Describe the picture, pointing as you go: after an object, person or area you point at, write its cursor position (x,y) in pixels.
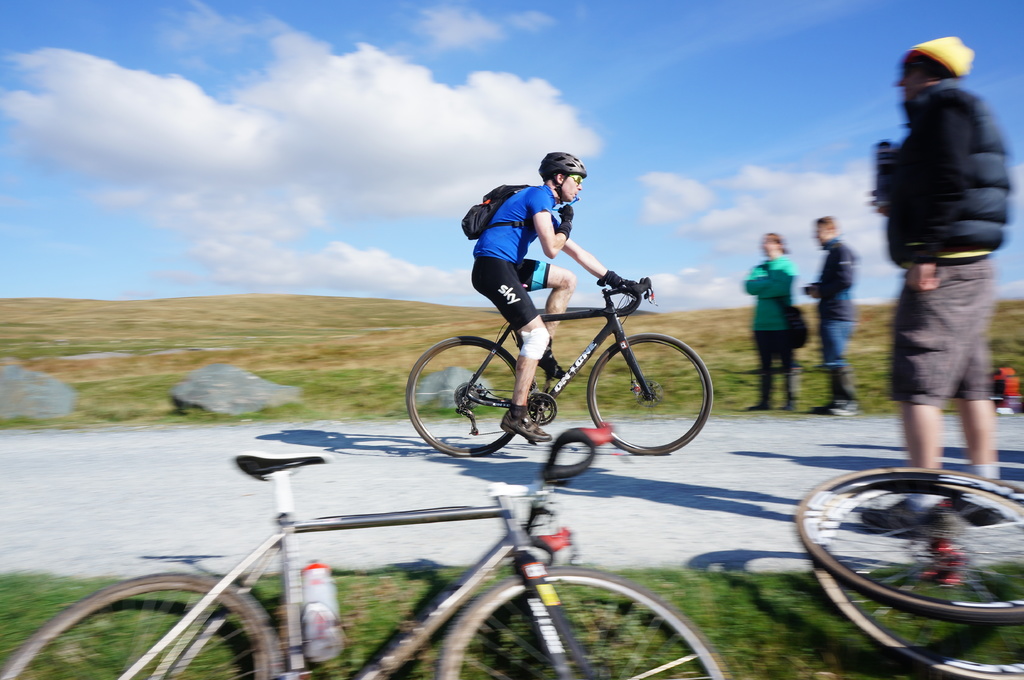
The person (537,220) wearing blue shirt (535,234) is riding bicycle (557,316) and there are few people (839,248) on the either side of him and there are two cycles (658,606) which are laid down on the grass (748,608) and the sky (597,57) is a bit cloudy.
